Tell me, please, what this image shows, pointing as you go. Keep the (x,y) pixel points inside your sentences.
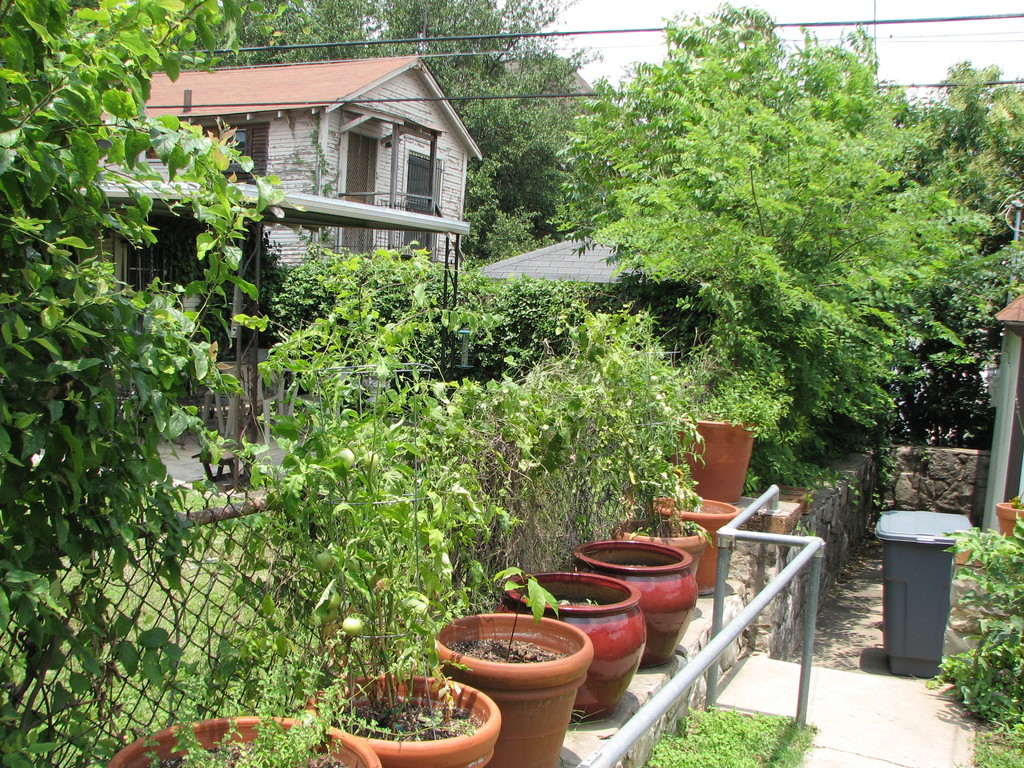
On the left side (104,390) there is a tree (34,352), mesh fencing (122,552) and pot (629,673) with plants (413,547) on the wall (640,684). Near to that there are rods (718,616). In the back (295,134) there is a building (349,150) with door (360,162), windows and poles (395,185). Also there are trees (628,139), wires (477,38) in the background (515,22). On the right side (902,553) there is a bin (892,560) and a stone wall (935,487).
